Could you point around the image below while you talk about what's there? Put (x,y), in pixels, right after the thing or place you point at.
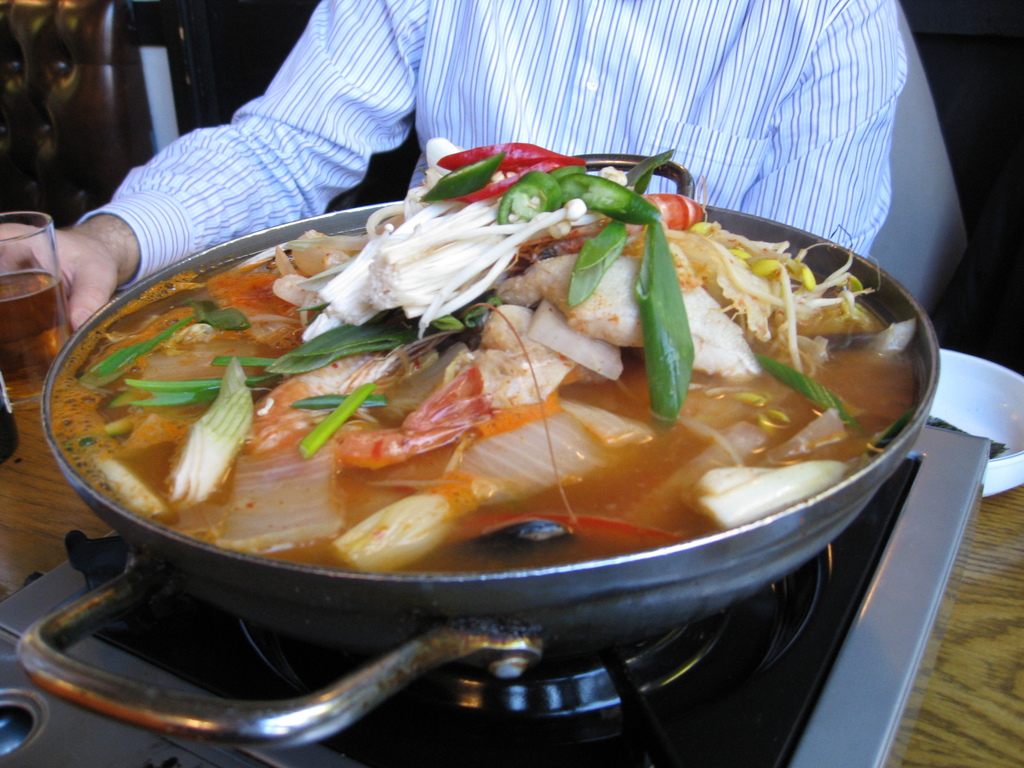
There is a person (257,178) holding glass (35,249) with drink (22,325), in front of this person (353,173) we can see container (715,217) with food (422,518), stove (786,629), bowl (997,484) and glass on the table (938,645). In the background (978,90) it is dark.
